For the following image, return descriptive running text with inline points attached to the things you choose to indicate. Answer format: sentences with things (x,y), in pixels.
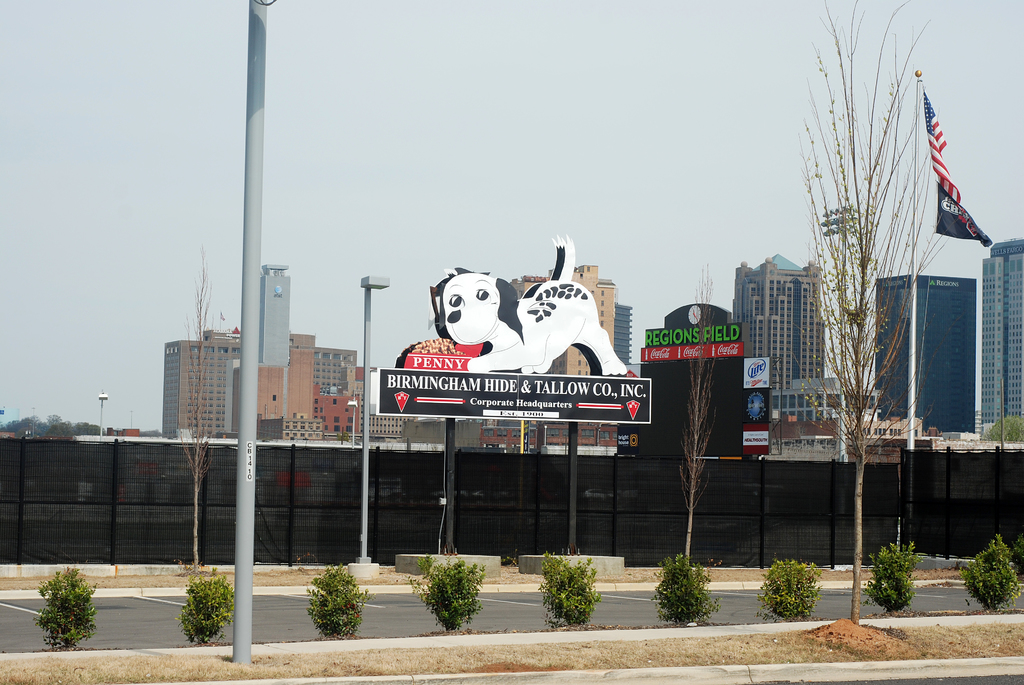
In front of the image there is a pole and also there is a tree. Behind them there are small plants (984,596) and also there is a road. Behind the road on the ground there is a pole (449,548) and a name board (438,409) with names (492,380) and an image (500,283) on it. Behind them there is fencing (53,498). Behind the fencing (938,501) there is a building (625,348) and there are poles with flags (952,208) and also there are trees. At the top of the image (895,199) there is sky (956,248).
